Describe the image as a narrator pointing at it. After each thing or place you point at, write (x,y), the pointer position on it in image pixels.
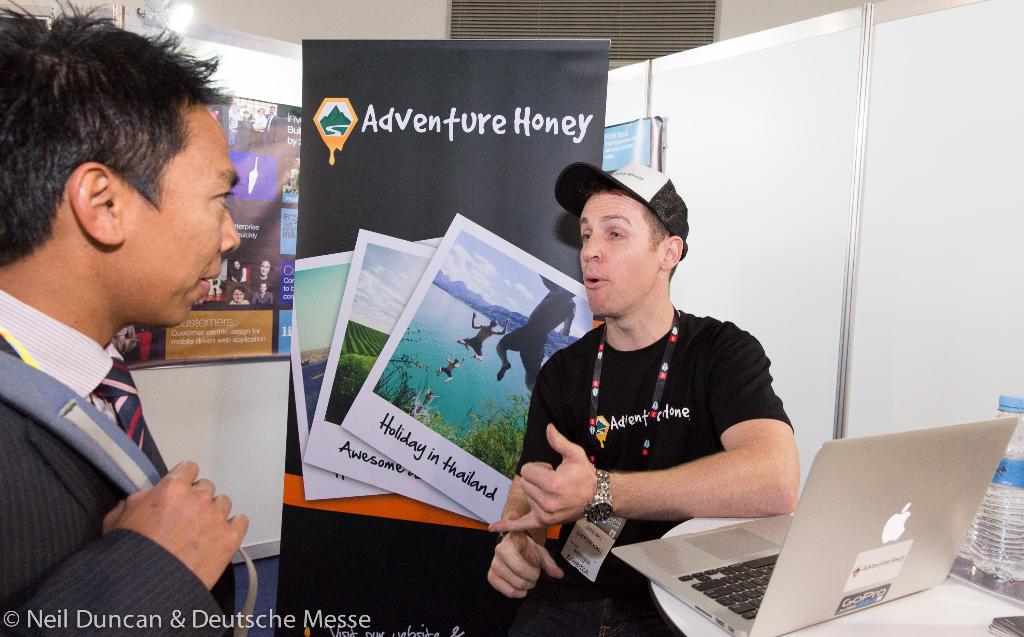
In this image there are two people (16,442) standing and speaking to each other beside him there is a table (691,526) where we can see there is a laptop (973,452) and water bottle (1013,488) also there are so many posters (473,294) on the wall (863,139).
